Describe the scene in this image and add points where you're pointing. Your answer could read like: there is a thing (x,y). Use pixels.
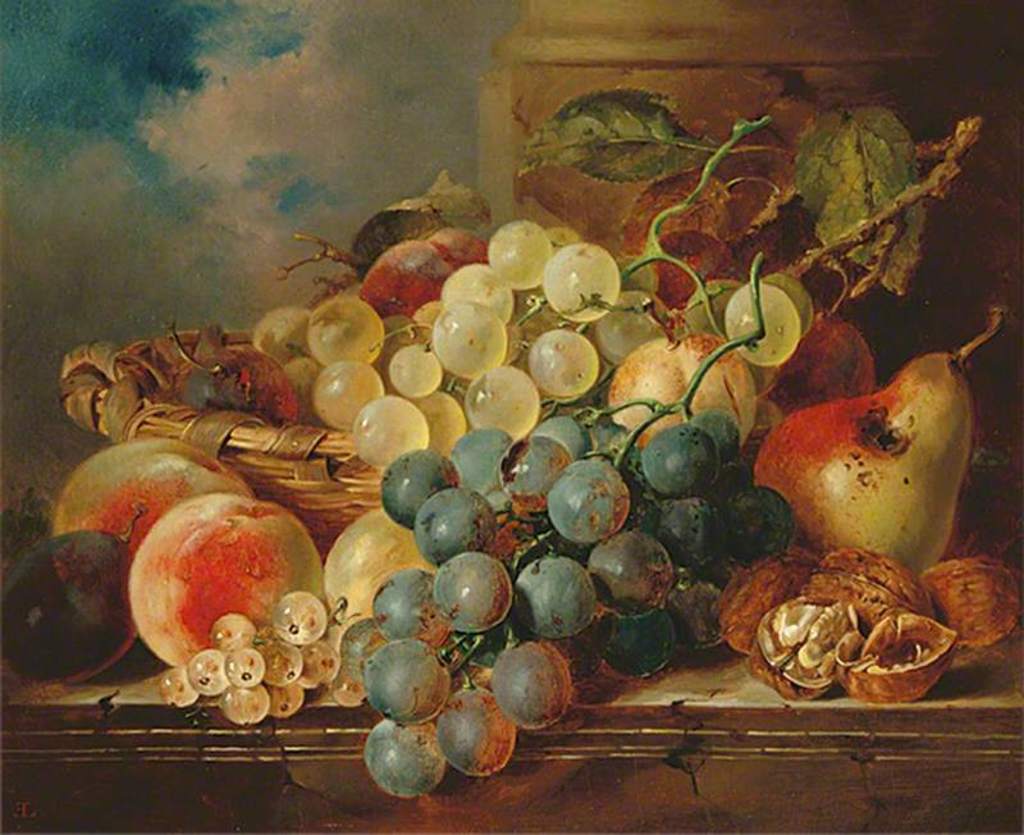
This is a painting and in this painting we can see a basket (79,346), fruits (284,366), leaves (855,149) and in the background (379,103) we can see the sky (325,181) with clouds (305,150).
